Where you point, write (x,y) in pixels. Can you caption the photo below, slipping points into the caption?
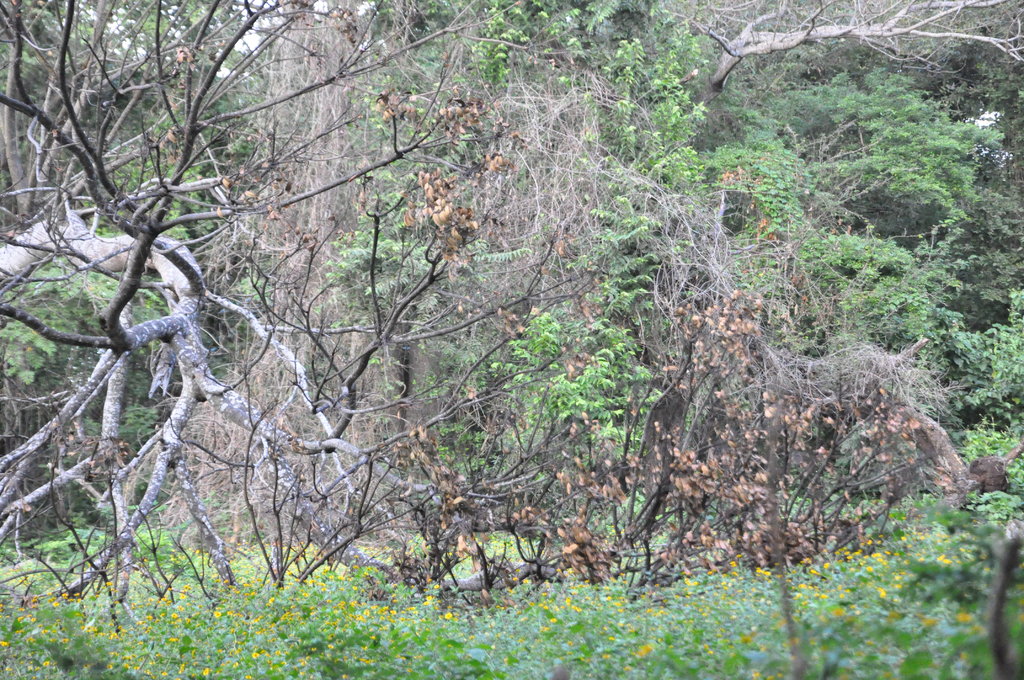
In this image we can see the trees (586,291) and at the bottom (548,603) there are plants (548,603) with flowers (821,598).
